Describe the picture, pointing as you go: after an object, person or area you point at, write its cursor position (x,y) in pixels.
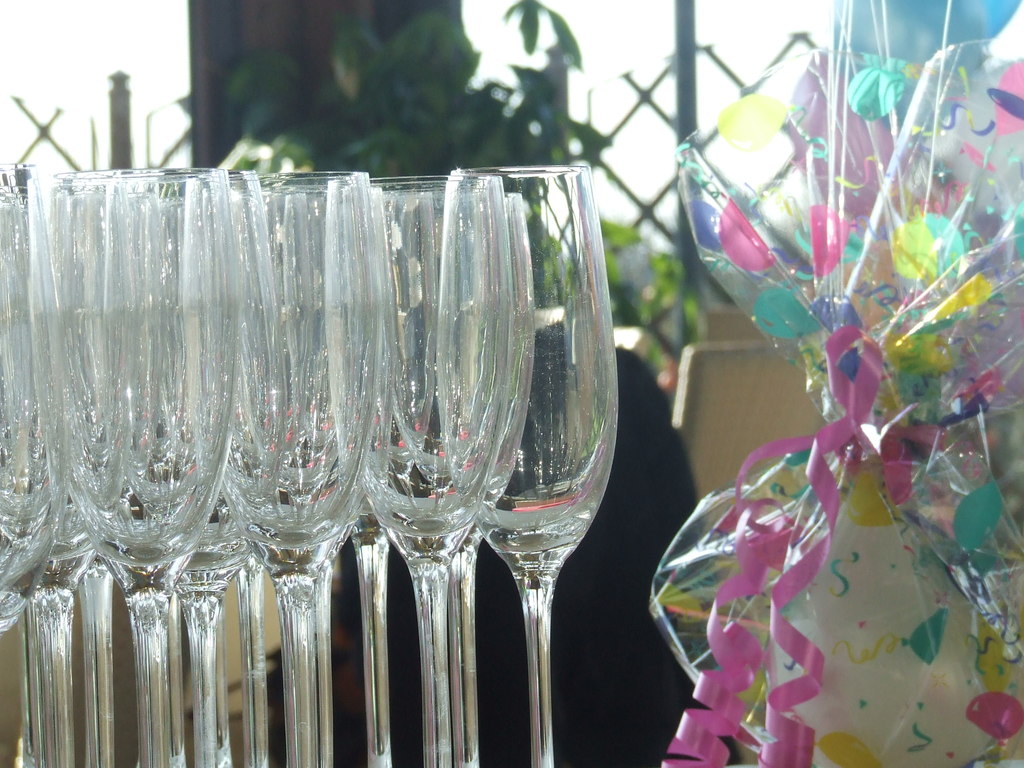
In this image see glasses (123,527), gift (821,452) wrapped in a cover (840,600). In the background of the image (434,123) there is a plant (397,70), grill (58,114), chairs (779,365).
